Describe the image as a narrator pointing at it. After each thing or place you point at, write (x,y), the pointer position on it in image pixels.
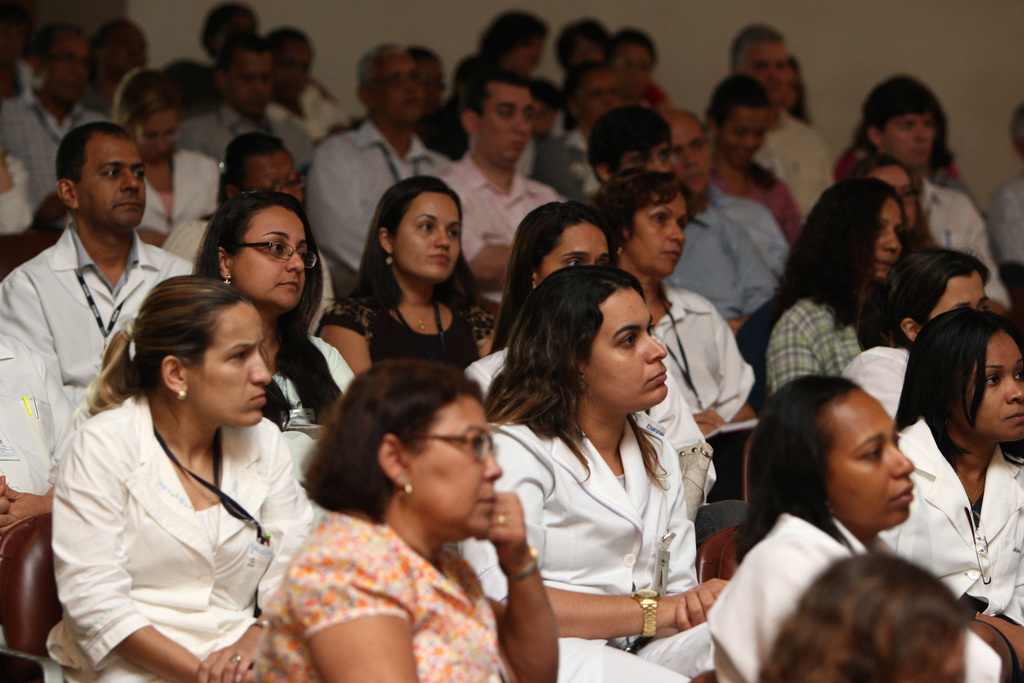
In this image I can see a group of people (584,405) sitting. In the background (668,73), I can see the wall (871,58).
